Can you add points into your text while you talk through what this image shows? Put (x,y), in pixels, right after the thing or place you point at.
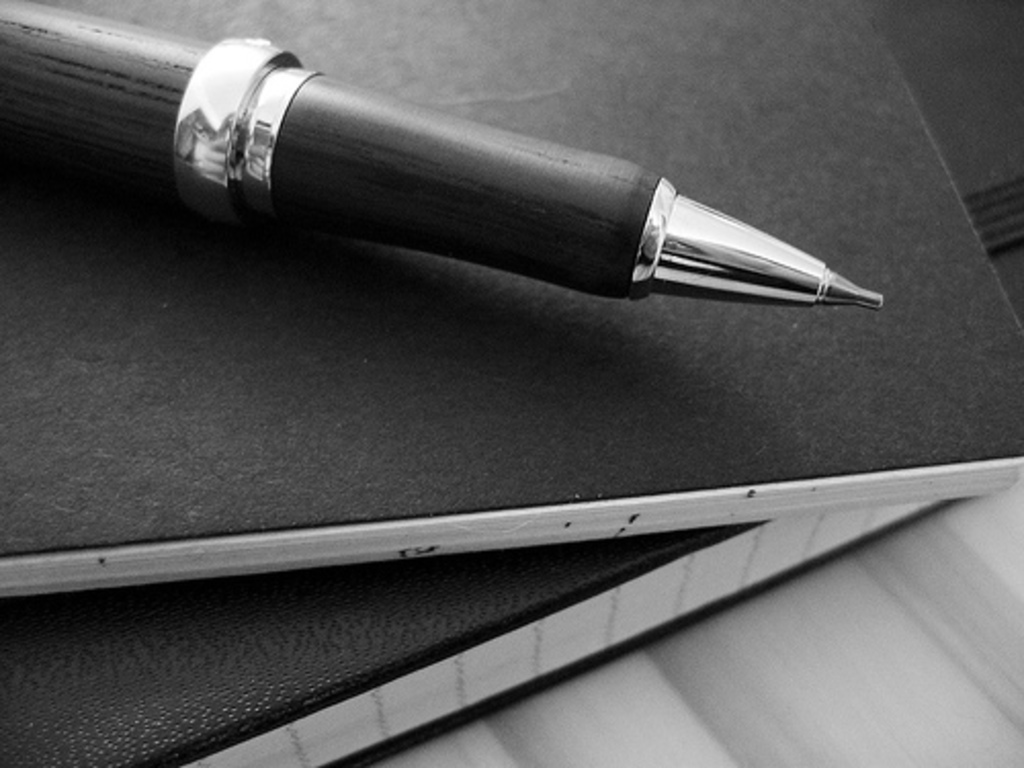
In this image I can see few books (673,463) and the pen (420,146) is on the book (957,214). The image is in black and white.
